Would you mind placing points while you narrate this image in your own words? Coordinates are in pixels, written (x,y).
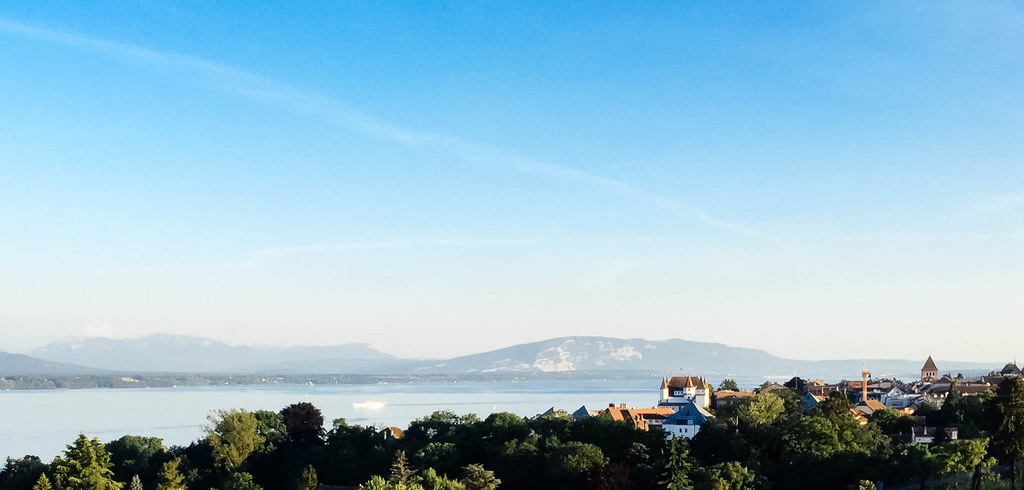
This image is clicked near the lake (350,425). At the bottom (301,448), there are many trees (81,442). To the right (695,415), there are houses (704,404) and buildings (683,419). In the middle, there is water (245,388). In the background (717,353), there are mountains (666,349). To the top (453,126), there is sky (527,136) in blue color.
